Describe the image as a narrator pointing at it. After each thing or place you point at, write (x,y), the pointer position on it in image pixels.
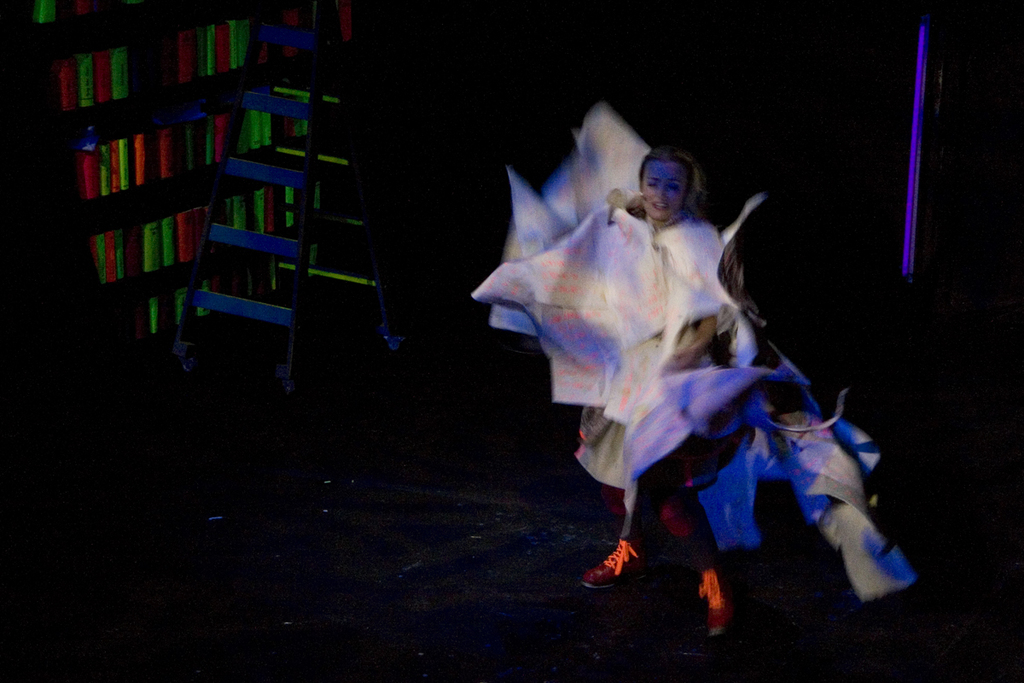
In this picture I can observe a woman (649,354). On the left side (297,33) I can observe a stand (266,244) and there are some books (191,141) in the bookshelf (134,183). The background (766,139) is completely dark.
